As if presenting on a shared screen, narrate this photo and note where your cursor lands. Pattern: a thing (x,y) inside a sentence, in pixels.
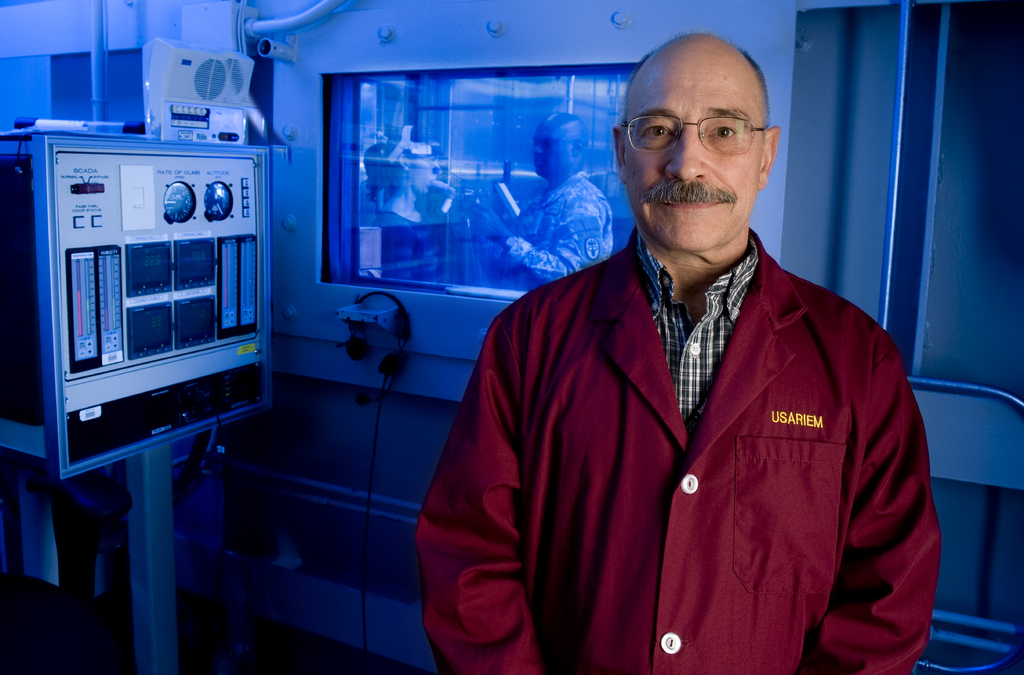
In this image I can see the person (663,470) with the maroon, black and white color dress (675,363). To the left (121,276) I can see the machine (66,421). In the background (358,276) I can see the glass window (394,275). Through the glass (420,259) I can see two people (411,271).
